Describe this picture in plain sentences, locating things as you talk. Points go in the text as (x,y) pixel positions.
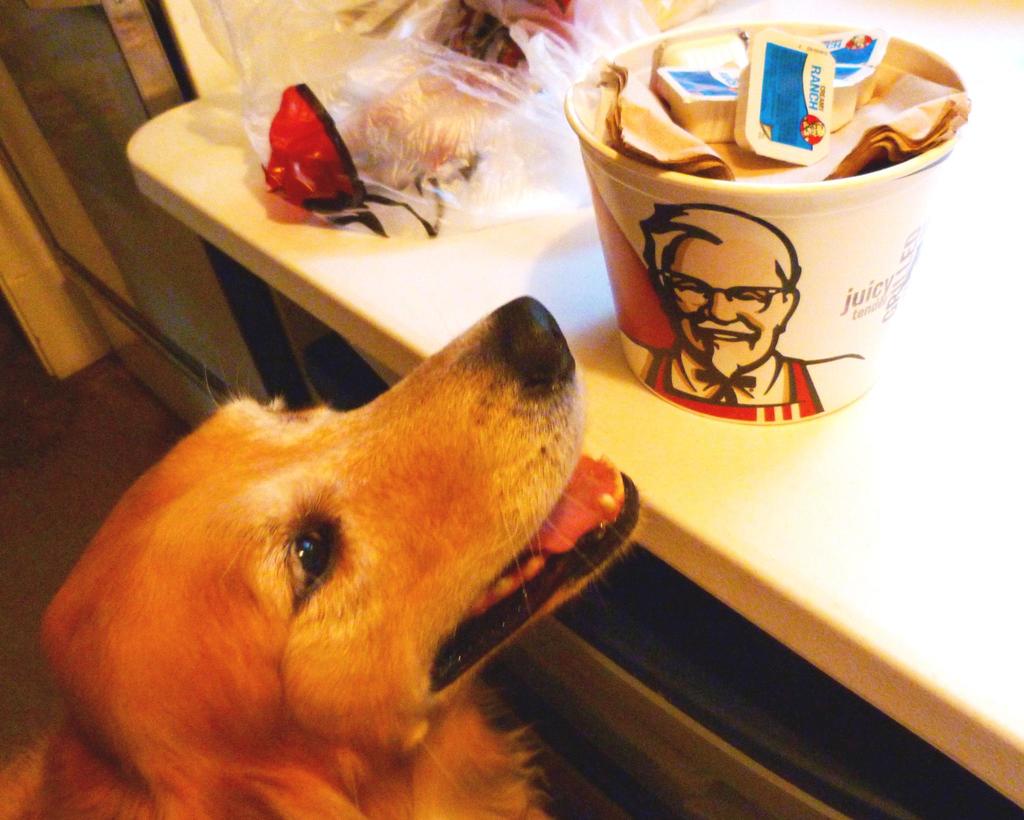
We can see box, cover (472,133) on the table (932,741). There is a dog (161,527) on the floor (59,528).
